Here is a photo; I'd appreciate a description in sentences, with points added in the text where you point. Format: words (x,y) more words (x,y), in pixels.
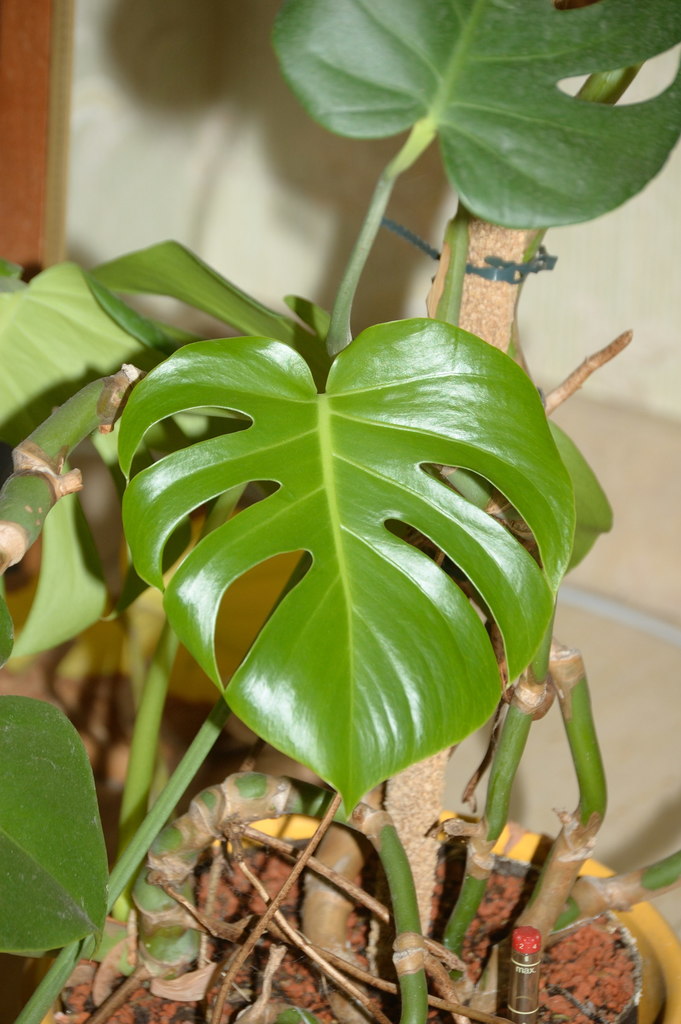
In this picture we can see a plant (384,418) in the front (466,687), in the background (253,197) there is a wall (266,171).
